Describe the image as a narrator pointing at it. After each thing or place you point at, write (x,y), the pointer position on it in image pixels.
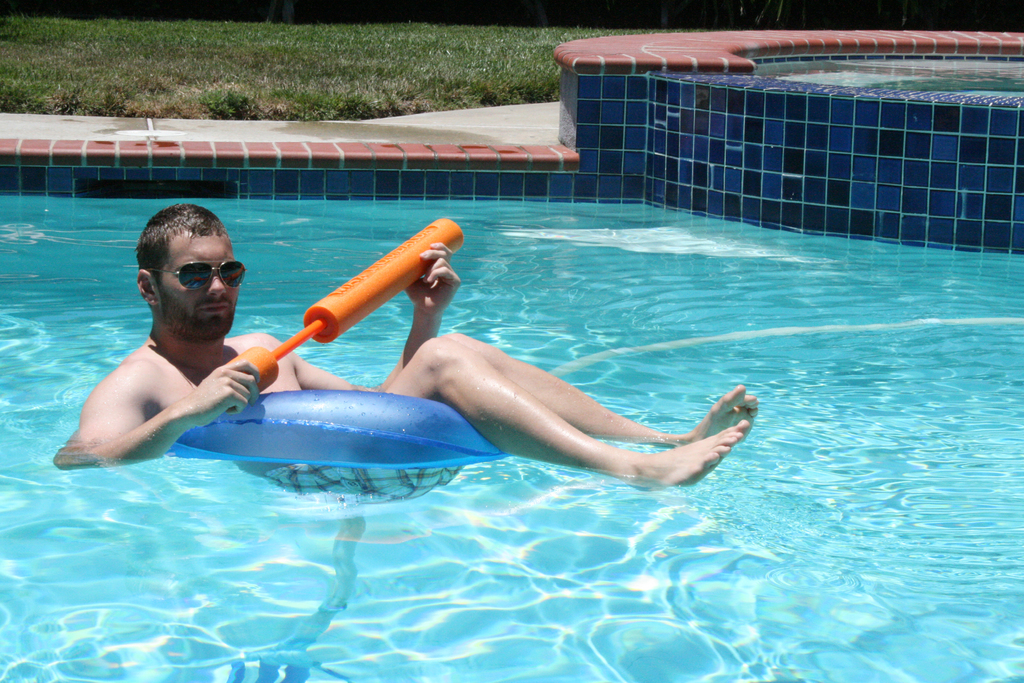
This image is taken outdoors. At the bottom of the image (587,591) there is a swimming pool (629,232) with water (485,572) in it. At the top of the image (418,80) there is a ground (414,63) with grass (488,66) on it. In the middle of the image (418,378) a man (458,409) is sitting on the tube (368,400) in the pool (272,319) and he is holding a tube (318,330) in his hands (446,268).
